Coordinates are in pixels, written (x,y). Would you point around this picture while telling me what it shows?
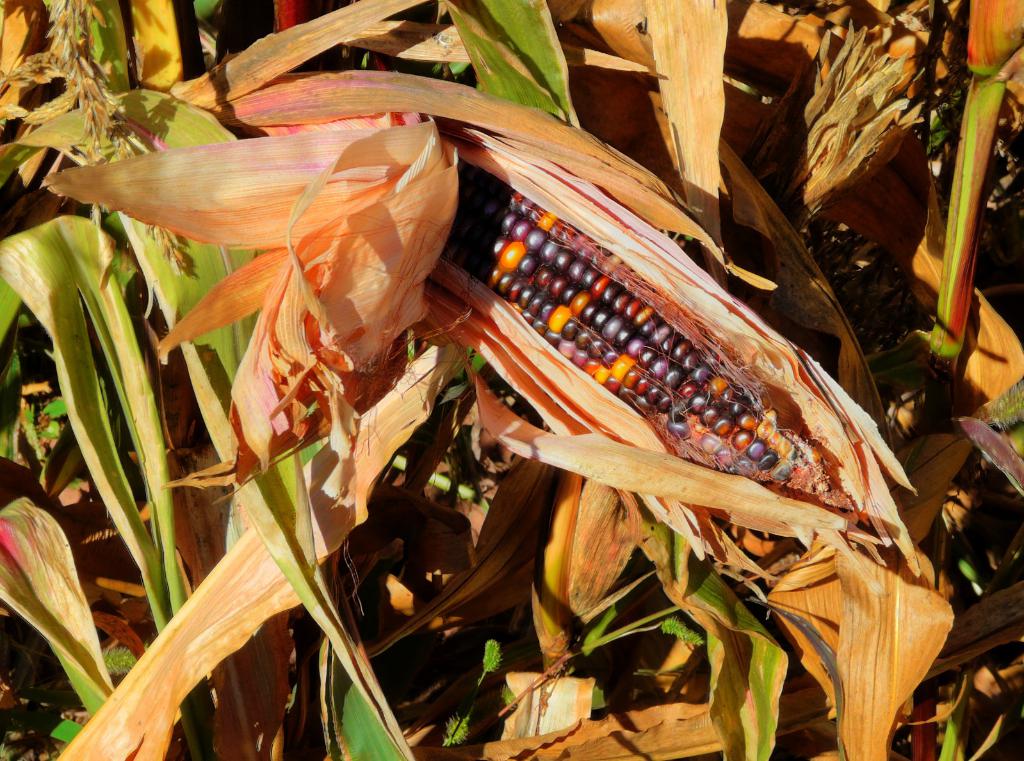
In this image I see the leaves (441,390) and I see the corn (644,400) over here which is of orange, black and violet in color.
